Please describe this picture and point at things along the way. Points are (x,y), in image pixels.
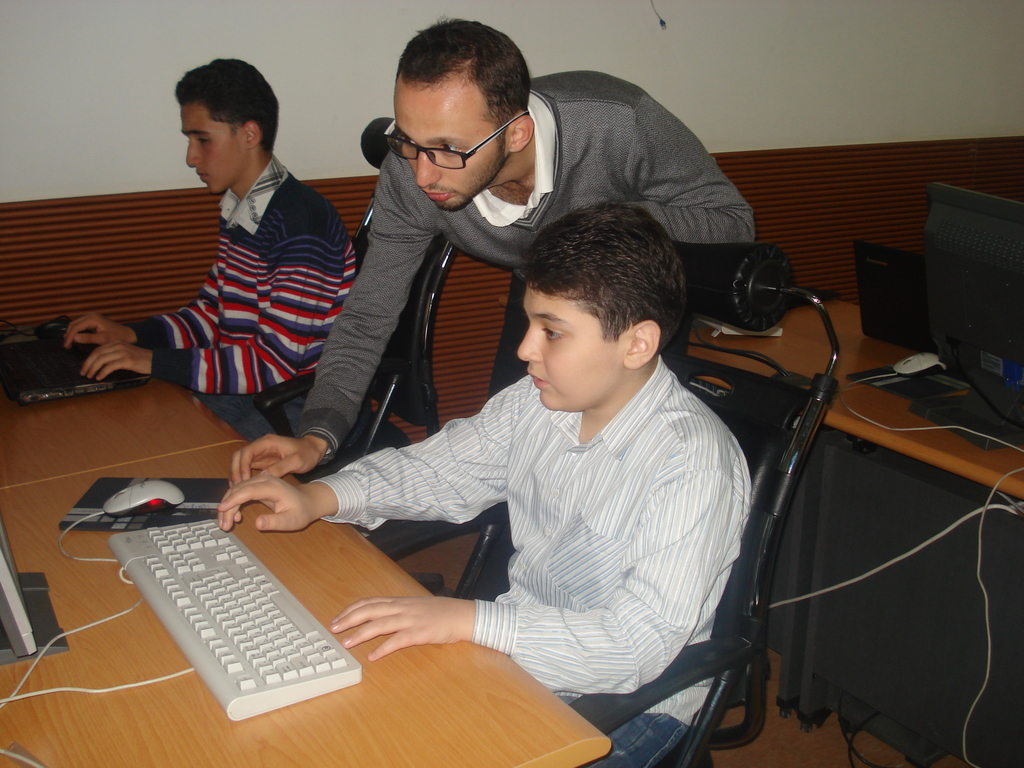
In the picture I can see a man (266,289) sitting on a chair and he is working on a laptop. He is wearing a shirt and sweater (296,235). There is a boy (681,485) sitting on the chair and he is wearing a shirt (576,526). I can see the computer (24,600), keyboard (163,539) and mouse (131,510) are kept on the wooden table (328,548). There is another man (491,77) and looks like he is explaining something. I can see another computer (982,258) and laptop (911,341), on the table (896,448) which is on the right side (959,494).
